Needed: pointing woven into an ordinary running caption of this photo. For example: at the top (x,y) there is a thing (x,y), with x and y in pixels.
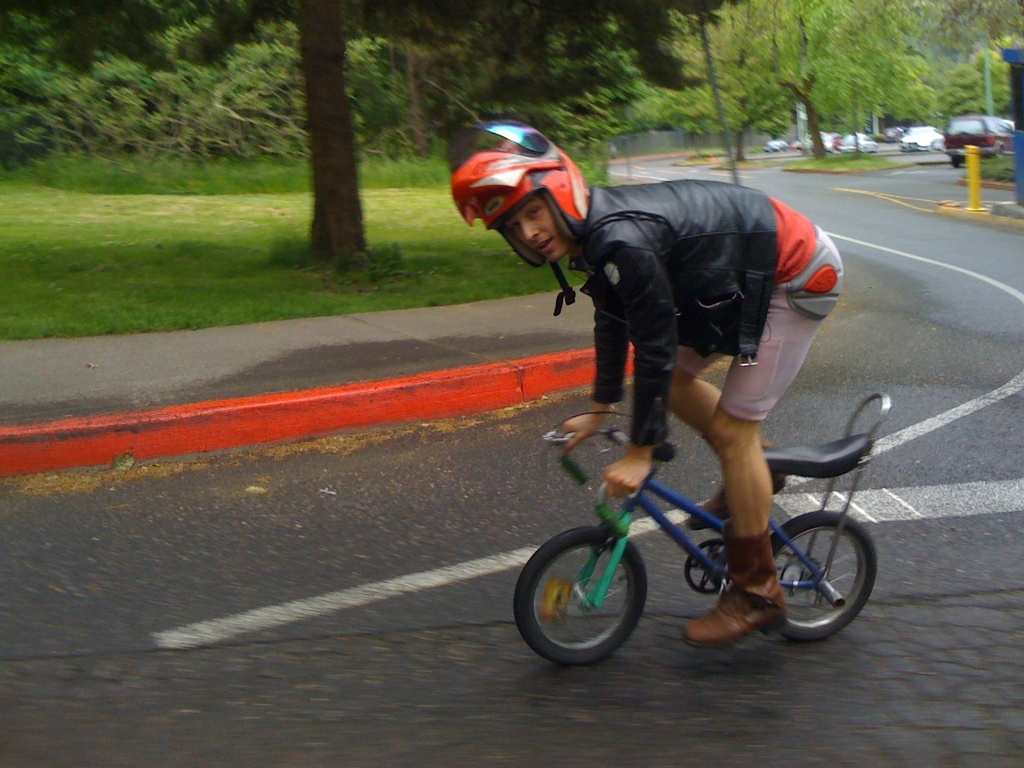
In this image I can see the person (732,600) riding the bicycle (555,600) and the person (753,589) is wearing black color jacket (662,245). Background (899,99) I can see few vehicles (950,150) and I can see few trees (604,117) in green color.
